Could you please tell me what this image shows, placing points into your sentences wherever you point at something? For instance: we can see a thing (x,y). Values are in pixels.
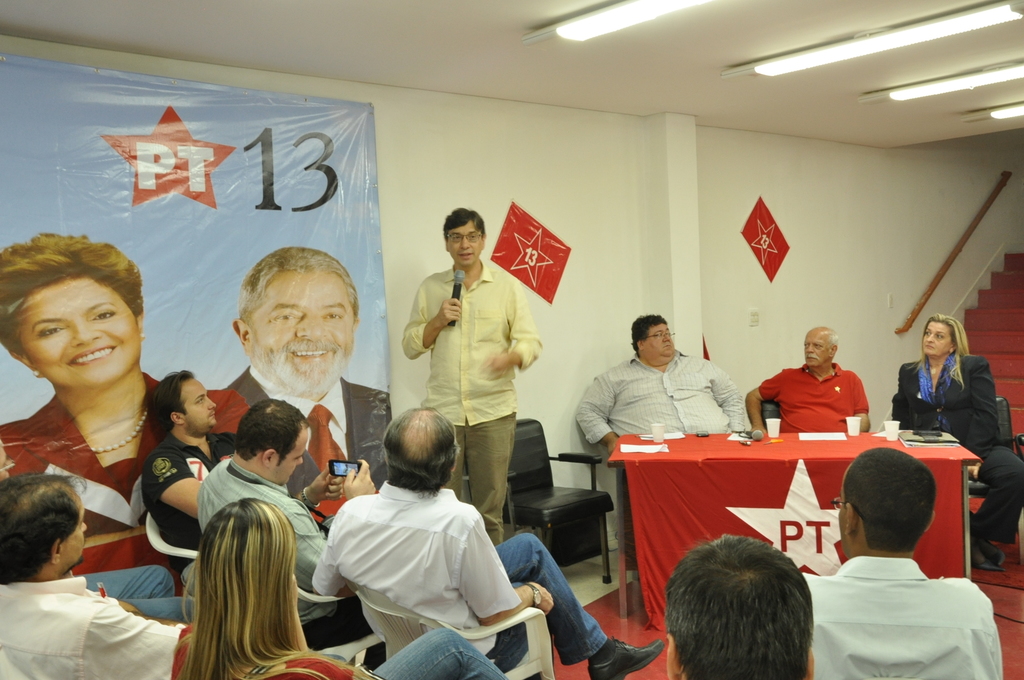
In this image we can see these people (220,536) are sitting on the chairs (535,638) and this person (434,334) is standing while holding mic (456,283) in his hands (450,308). Here we can see these people (608,438) are sitting on the chairs (601,455) near the table (825,463) where glasses (853,431), papers (804,437) and mic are kept. In the background (268,155), we can see the banners (277,199), stairs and lights (921,93) to the ceiling (667,67).
